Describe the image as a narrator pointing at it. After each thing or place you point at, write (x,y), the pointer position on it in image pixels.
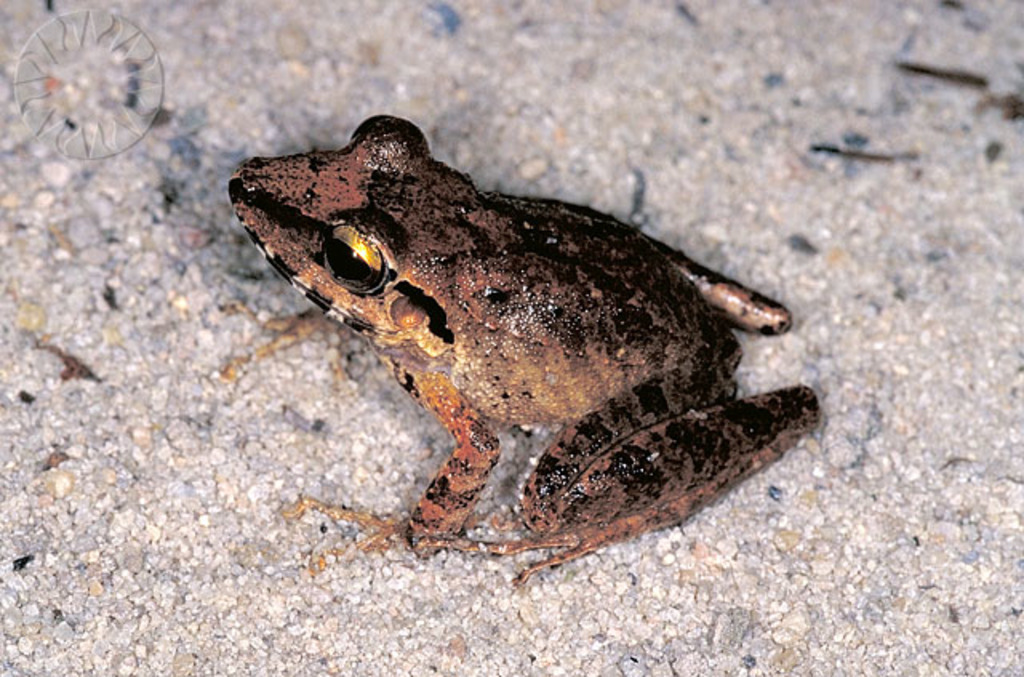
In this picture there is a frog (375,150) in the center of the image (603,345).
